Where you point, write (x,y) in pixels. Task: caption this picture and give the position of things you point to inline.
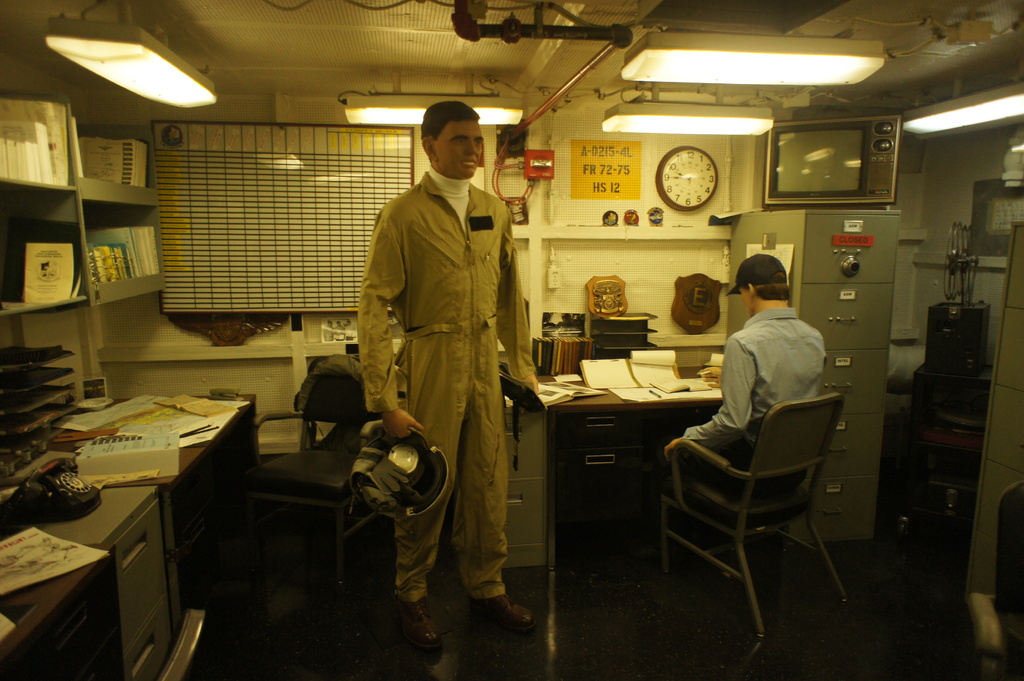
Here on the right (771,317) we can see a person (758,316) sitting on chair (738,472) with table (666,401) in front of him having books (654,373) and papers (671,361) on it and beside him we can see a doll (407,589) dressed up in a flight suit (490,476) with helmet (396,456) in his hand (389,428) and behind him also can see tables (159,412) and telephones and racks (72,249) of books (104,167) and we can see lights (740,126) present and we can see a television (816,141) and we can see a wall clock (703,179) present.
